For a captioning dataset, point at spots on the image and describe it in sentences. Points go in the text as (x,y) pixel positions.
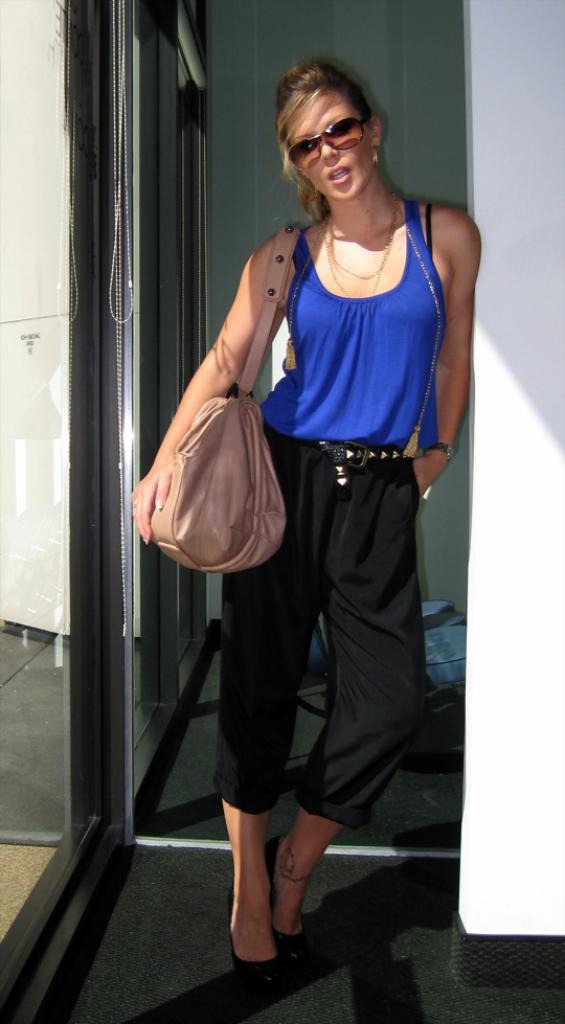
In this image I can see a women (397,460) standing, wearing a handbag (227,438), blue top (365,408), black trouser (392,594) and goggles (299,157). At background (460,650) I can see a blue color object (452,672). And at the left corner of the image (67,530) that looks like a glass door (42,702).
